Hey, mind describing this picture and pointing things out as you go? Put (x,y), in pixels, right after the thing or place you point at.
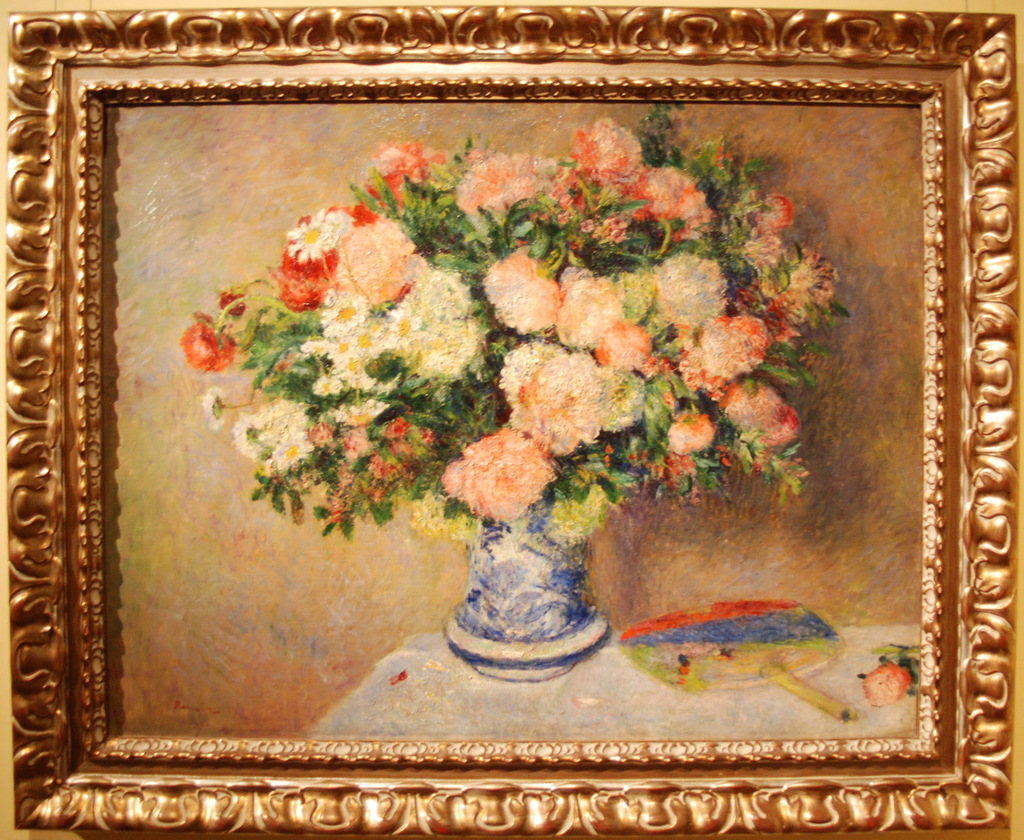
Here in this picture we can see portraits (341,110) present over a place and in that we can see a flower pot (489,629) present on a table (450,714) and beside that we can see a hand fan (638,641) present.
